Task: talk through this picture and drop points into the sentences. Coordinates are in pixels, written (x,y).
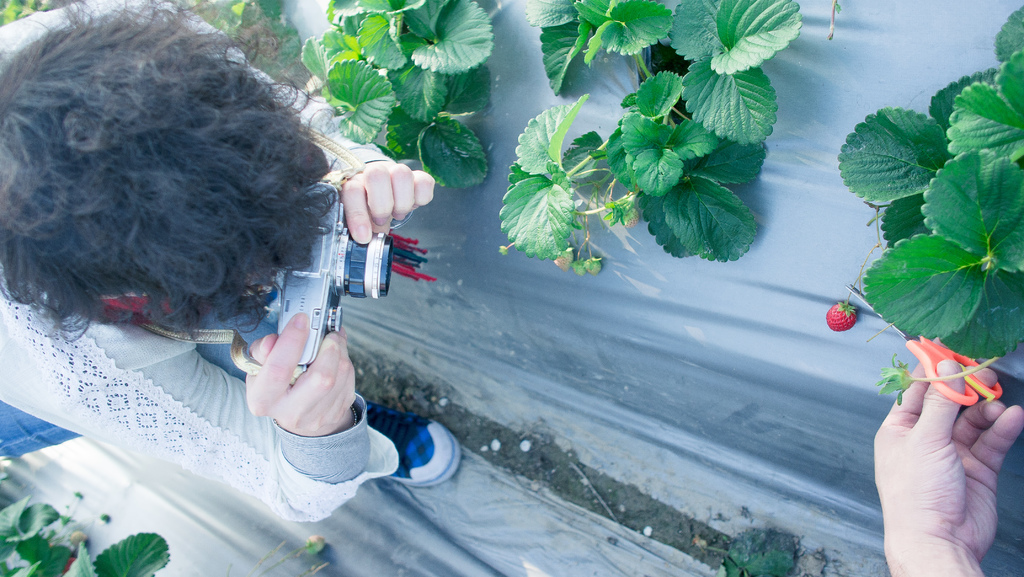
In this picture we can see a person (201,272) is holding a camera (323,302) on the left side (186,271), on the right side (957,383) there is a person (955,418) holding scissors (937,348), we can see some plants (739,128) at the top of the picture (972,188), there is a strawberry (851,317) on the right side (838,328), at the bottom (631,520) we can see some soil (533,460).
